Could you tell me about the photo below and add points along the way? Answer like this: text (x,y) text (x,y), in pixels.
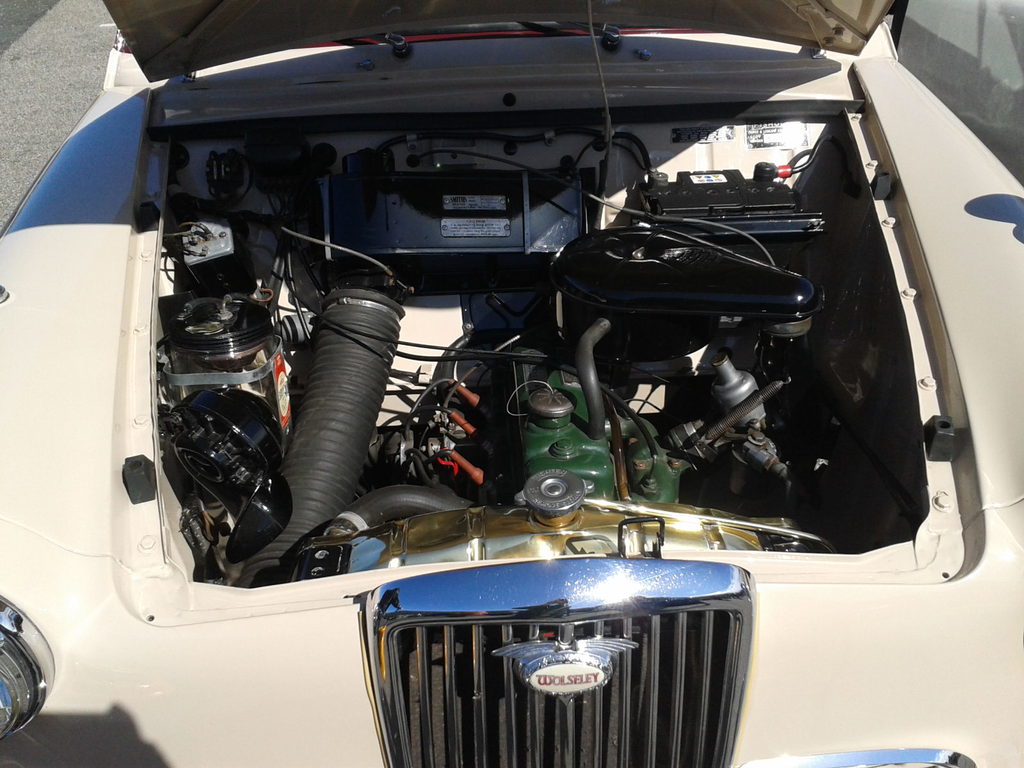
In this image, I can see a car (730,543) with the engine (615,401), battery (677,199), wires (418,411) and few other parts (748,430) are connected to each other. On the left corner of the image (35,657), that looks like a headlight (10,668). This is the logo (587,690) of a car (551,703), which is attached to the car (618,651). This looks like a road (59,73).
